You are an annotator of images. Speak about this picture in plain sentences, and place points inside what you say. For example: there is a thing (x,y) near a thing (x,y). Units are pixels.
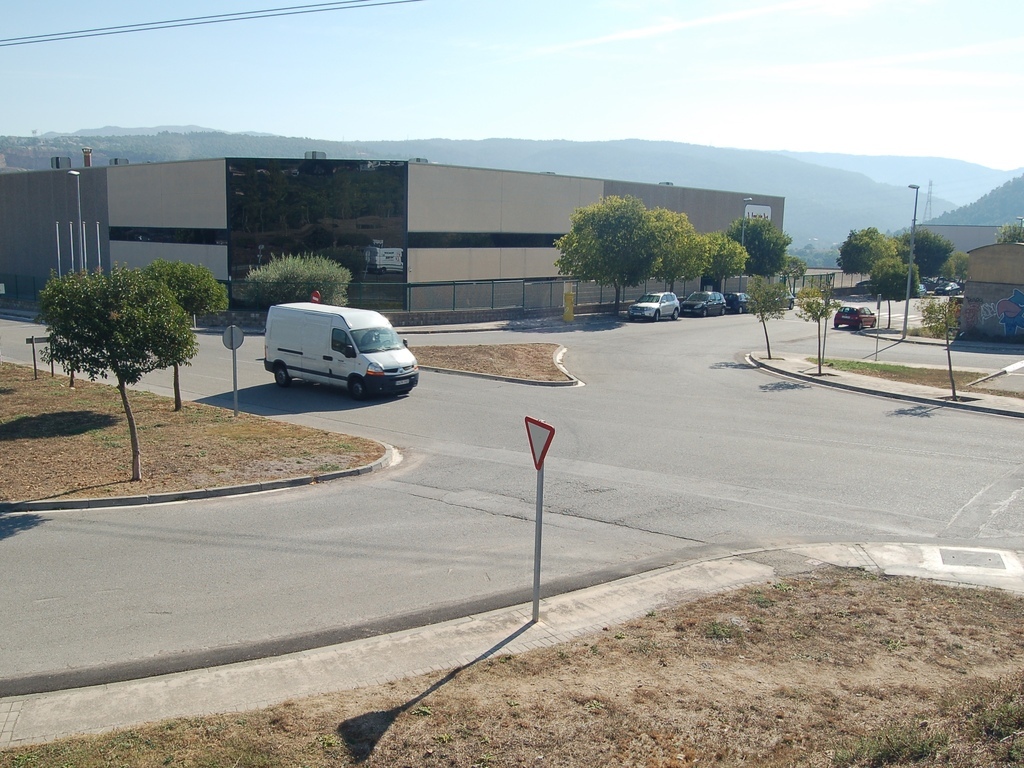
In this image there is a car (364,368) passing on the road (310,396), on the other side of the road (332,400) there are a few cars (668,299) parked in front of a building (431,222), there are trees (668,263) in front of the building (227,272) and lamp posts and direction signs (547,448), in the background of the image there are mountains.
